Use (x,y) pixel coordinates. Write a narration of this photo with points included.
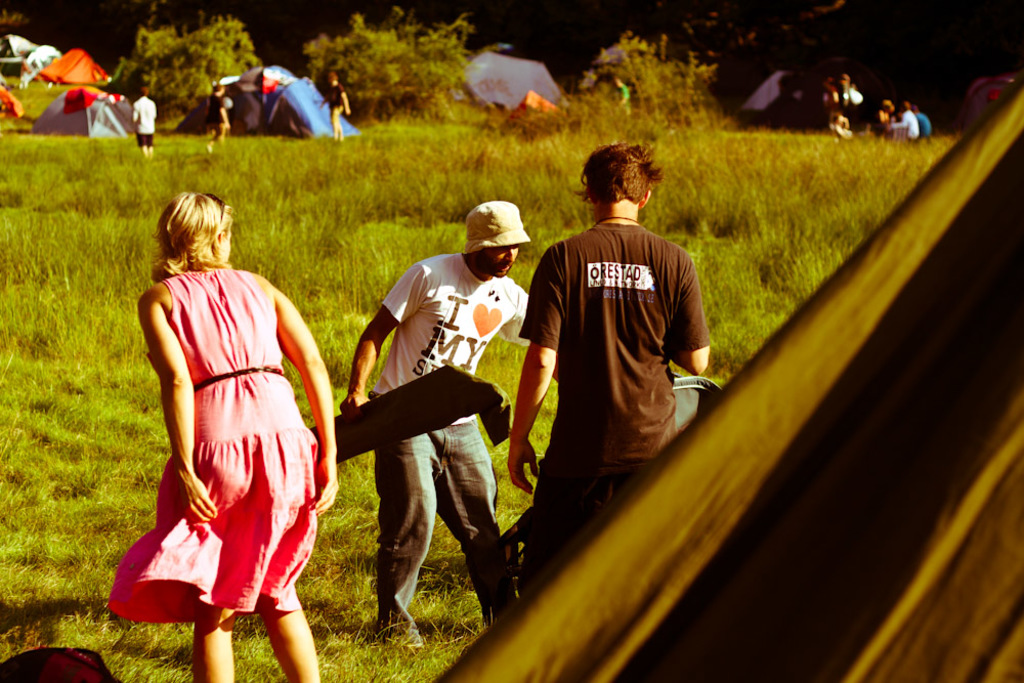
In this image I see the green grass (793,195) and I see the plants (436,108) over here and I see number of people (845,79). In the background (205,111) I see number of tents (554,94) which are colorful and it is dark over here.
